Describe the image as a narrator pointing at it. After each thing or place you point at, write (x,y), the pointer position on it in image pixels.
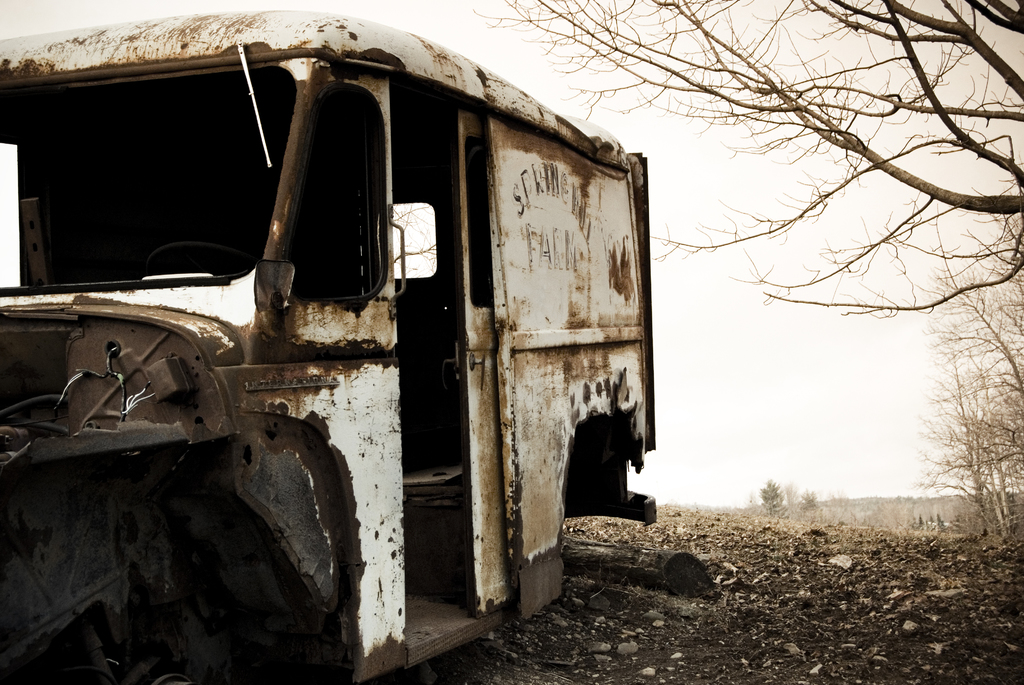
In this image we can see a vehicle (368,377) on the ground (756,593), there are some stones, leaves (822,548) and trees (884,509), in the background (790,333), we can see the sky (760,291).
